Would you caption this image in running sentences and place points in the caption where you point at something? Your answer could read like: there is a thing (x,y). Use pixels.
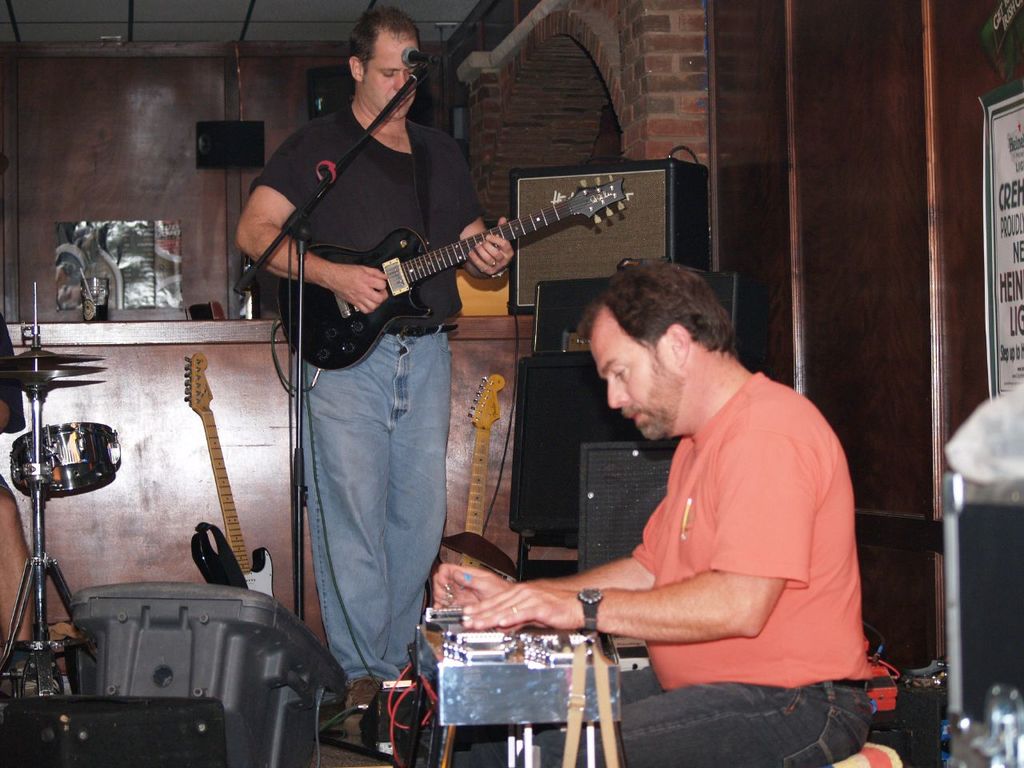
The image consists of two men (422,488) in which one of them is playing the guitar (353,316) while the other is sitting. To the left side (46,378) there are drums (60,470) and musical plates (30,370). At the background (474,111) there is a wall (99,156), poster (133,257), jar (104,307) which is kept on table (153,332) and the speaker (308,103). There is a mic (414,62) in front of the man (406,73) who is standing.
